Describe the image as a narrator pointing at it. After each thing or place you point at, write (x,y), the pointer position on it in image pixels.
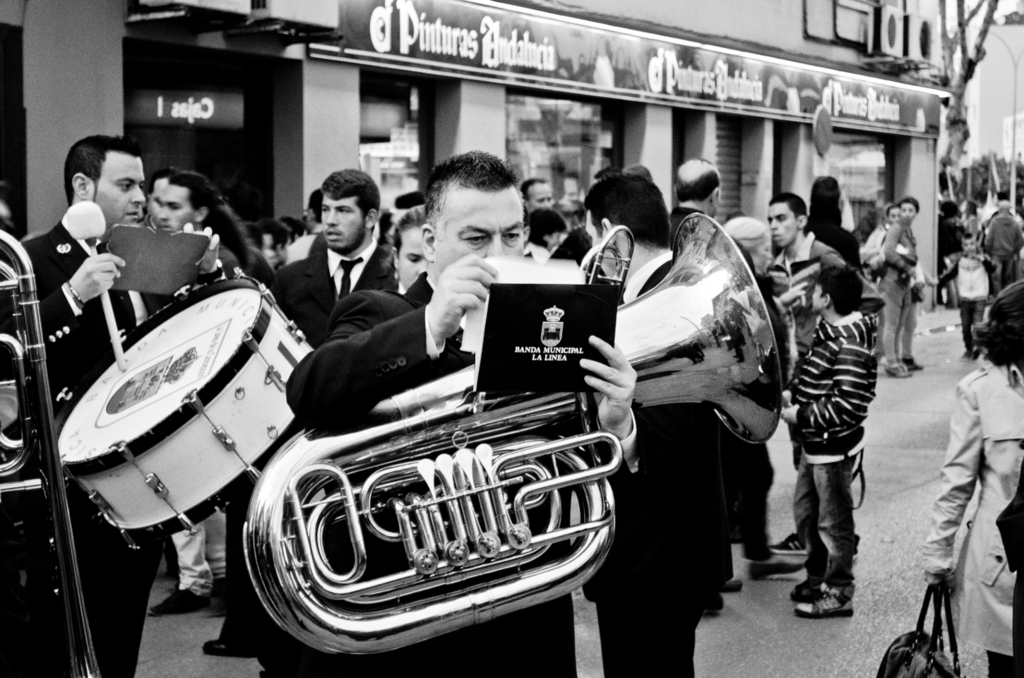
This is a black and white picture. We can see there are groups of people (598,405) standing and some people (77,298) holding the musical instruments (184,402). Behind the people (783,406) there is a tree (948,84), name board (647,47) and a building (421,188). On the right side of the image (975,451), a person (978,556) is holding a bag (917,655).
